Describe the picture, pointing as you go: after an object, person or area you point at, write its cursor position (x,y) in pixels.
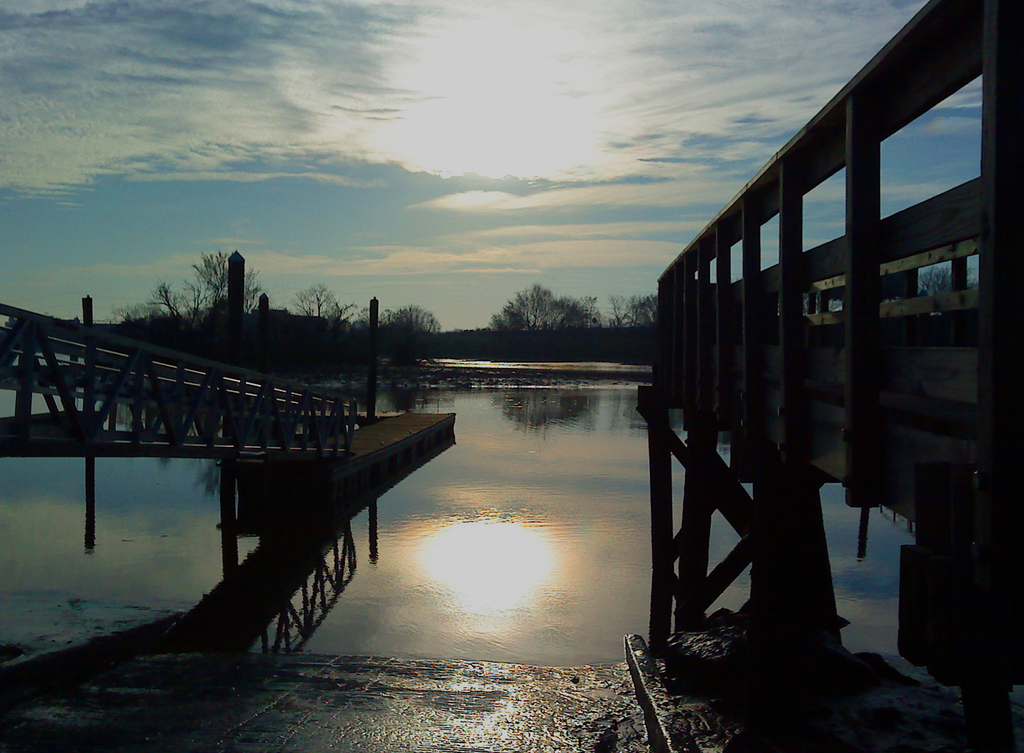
This image is taken during the evening time. In this image we can see the wooden bridges (285,399), some rods (374,321), path (282,691) and also the trees (426,312). We can also see the river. In the background (296,15) we can see the sky (473,91) with the clouds (548,104).
